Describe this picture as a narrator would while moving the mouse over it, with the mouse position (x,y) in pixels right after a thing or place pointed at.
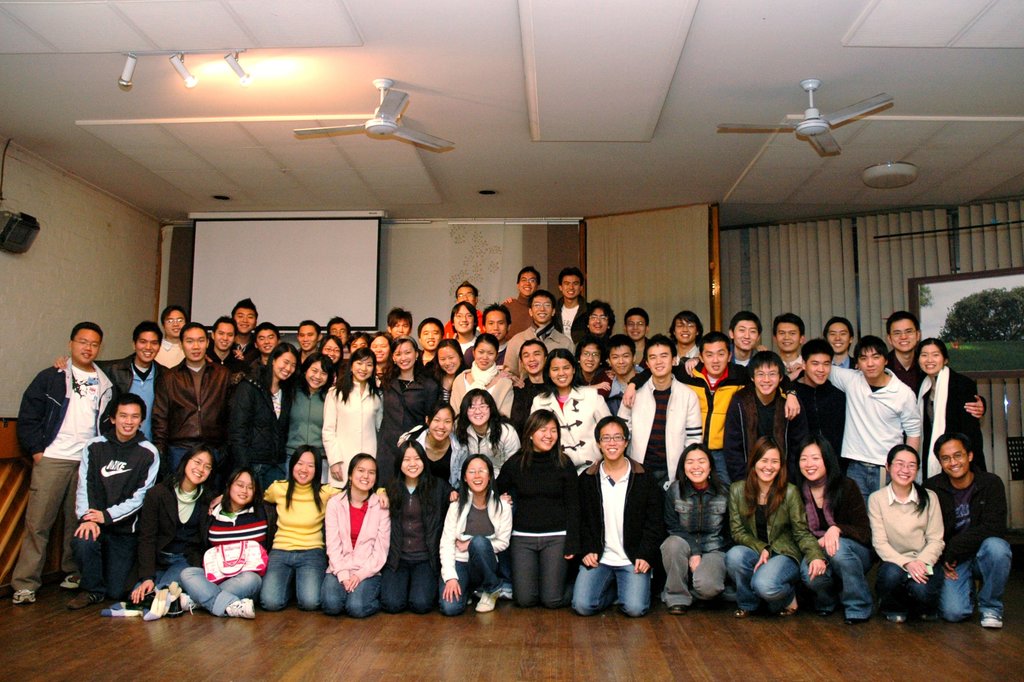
In this image there are people (262,411) standing on a wooden floor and few are laying on knees (842,567), at the top (333,128) there are lights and fans (418,143) in the background (539,257) there is curtain (841,267) and screen (320,250).
